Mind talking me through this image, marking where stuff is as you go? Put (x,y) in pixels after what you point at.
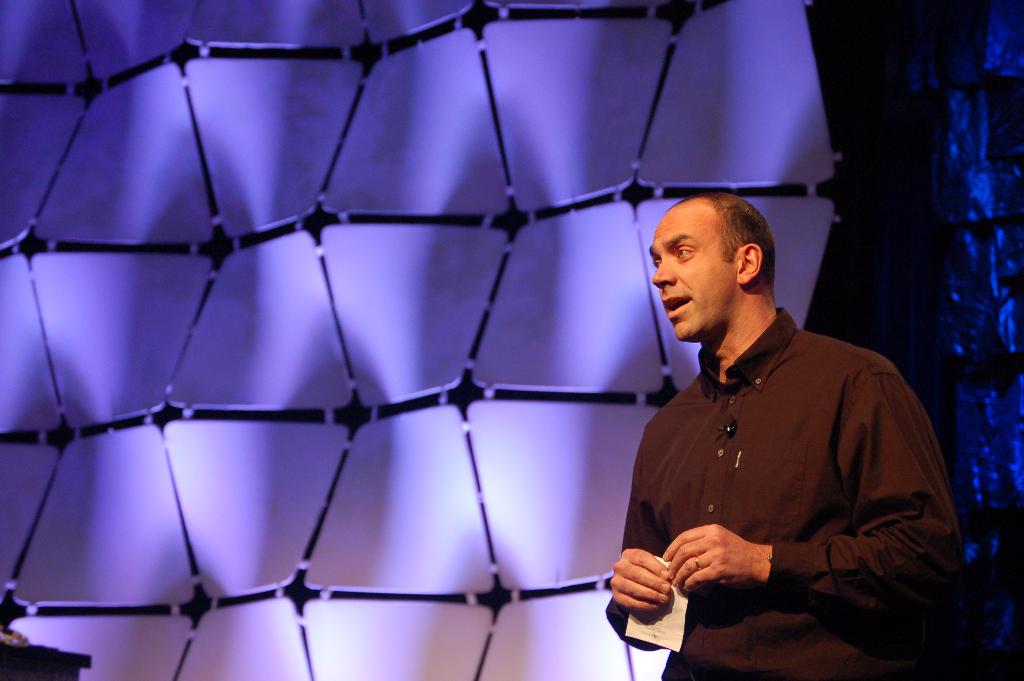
In this image we can see a person (774,346) talking on the stage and holding a paper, behind him we can see a wall (585,190) with some lighting (575,175) falls on it.
